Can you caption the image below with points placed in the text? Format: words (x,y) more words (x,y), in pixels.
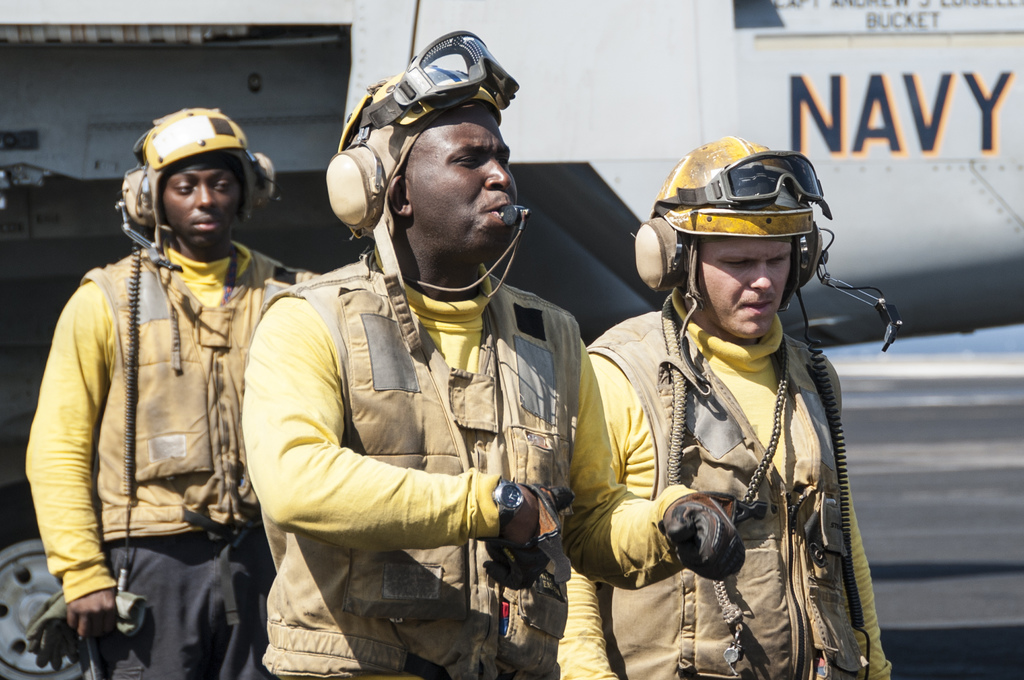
In this image I can see three persons (448,419) standing and they are wearing brown and yellow color dress (619,419). In front (593,556) the person (437,387) is wearing brown color gloves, background (853,172) I can see an aircraft (865,164) which is in white color and the sky (960,339) is in blue color.
